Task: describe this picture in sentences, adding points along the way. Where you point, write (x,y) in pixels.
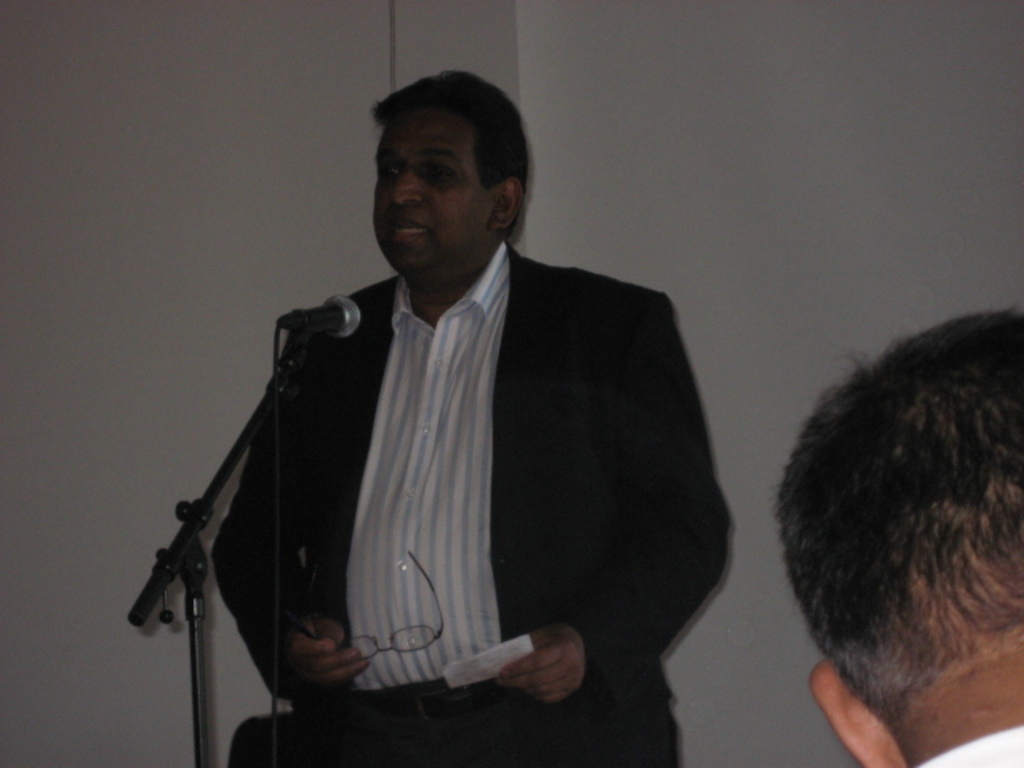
In this image there is a person (428,648) speaking in the microphone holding paper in one hand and spectacles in the other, also there is another man head (980,377) in front of him.
